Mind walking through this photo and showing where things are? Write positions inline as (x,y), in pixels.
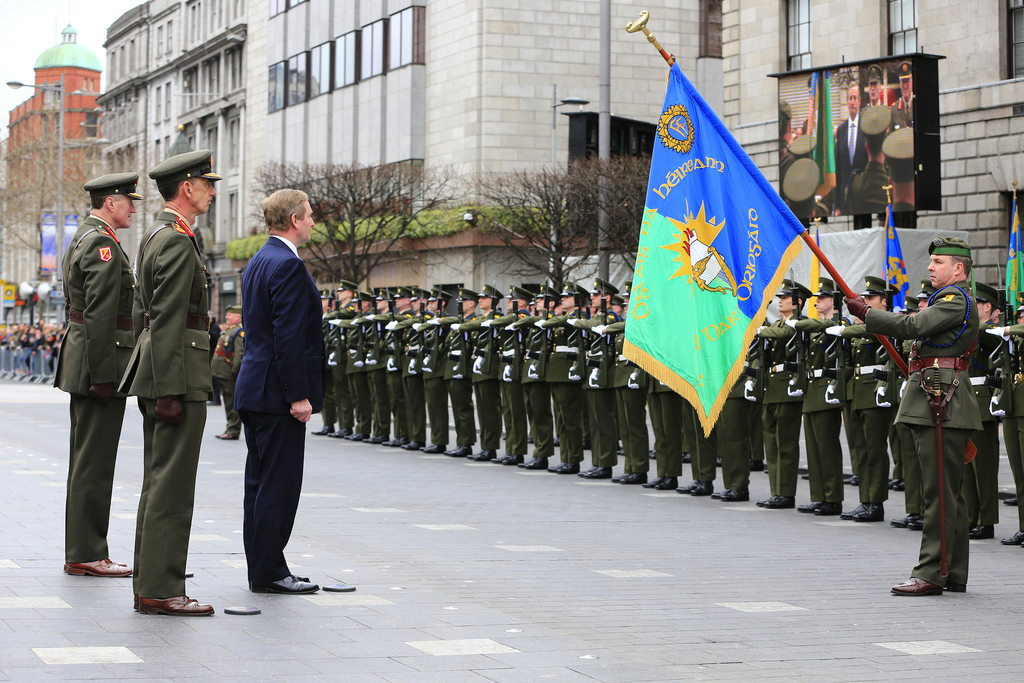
In this picture we can see a group of people (302,392) standing on the road (561,587) and a man (921,401) holding a flag (738,205) with his hands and in the background (513,261) we can see flags (1019,218), trees (42,198), screen (850,148), plants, poles (600,263), lights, buildings (340,145) with windows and some objects (13,288).
